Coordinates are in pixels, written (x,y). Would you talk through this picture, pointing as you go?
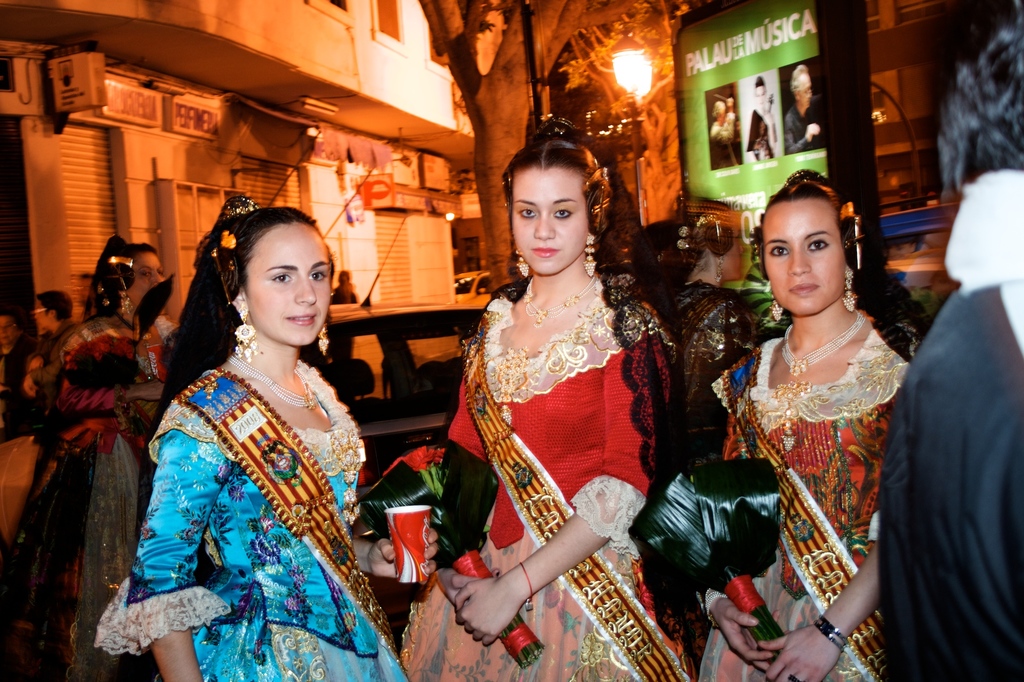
In this image there are three women (604,335) standing, two are holding bouquets (702,553) in their hand (504,574) and one is holding coke (416,543) in her hand (431,544), in the background (130,423) there are few people (130,409) standing and there is a car (434,316), tree (595,56), building (385,67), light pole (626,82) and poster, on the right side (898,446) there is a man (994,325) standing.
